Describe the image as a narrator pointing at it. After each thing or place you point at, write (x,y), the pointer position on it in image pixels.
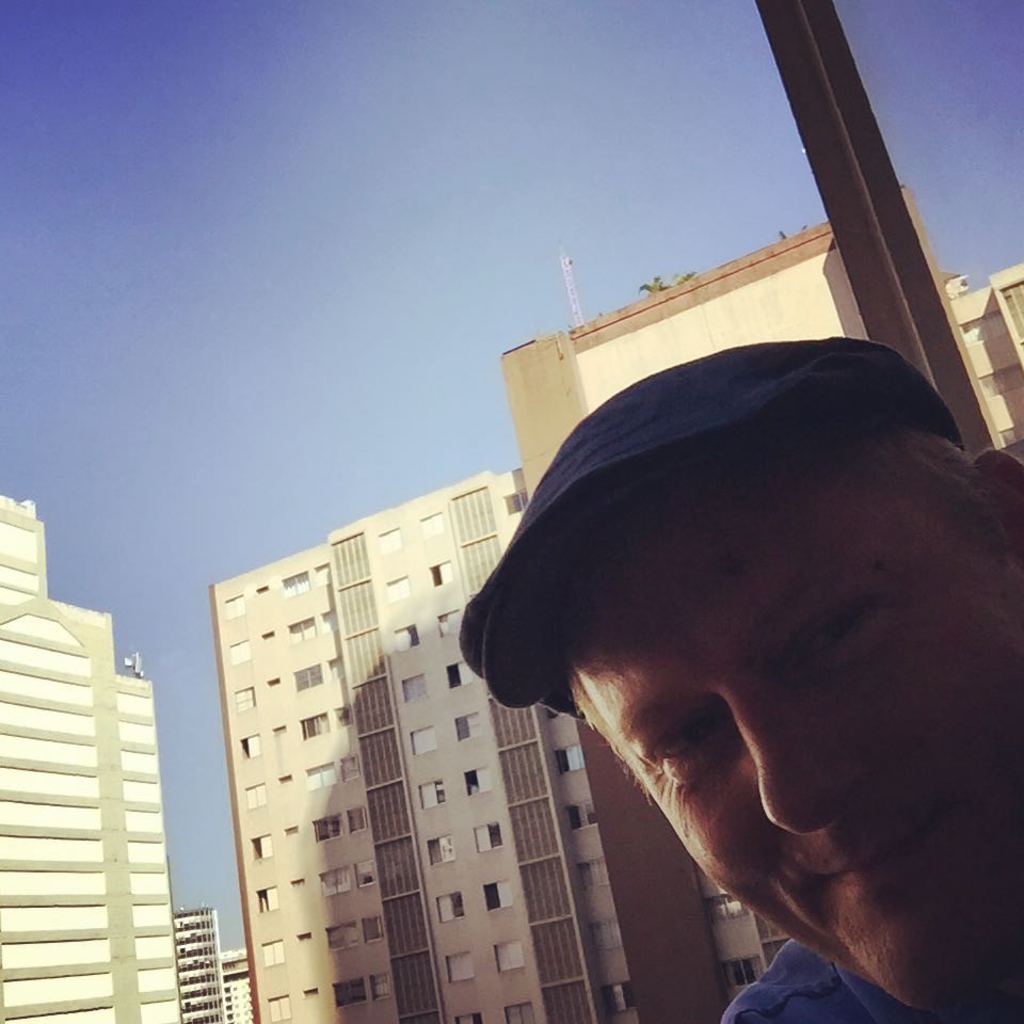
In this image there is a face (806,813) of a man (798,804). He is smiling. He is wearing a cap (799,361). Behind him there is a glass window (879,303). On the other side of the window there are buildings (437,702). At the top (289,153) there is the sky (338,129).
